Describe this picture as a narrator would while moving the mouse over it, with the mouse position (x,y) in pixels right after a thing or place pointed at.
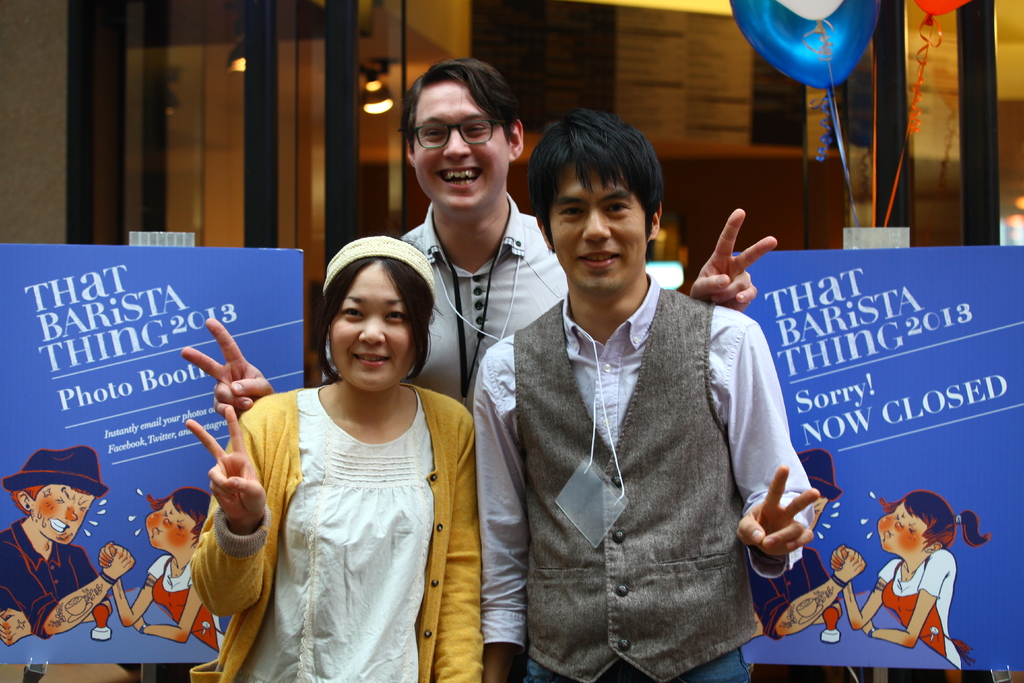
In this image we can see there are three persons (483,472) standing with a smile on their face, besides them there is a banner (922,461). In the background (706,74) there is a wall (347,97) and lamps (378,85). On the right side (840,13) there are balloons (817,27).
